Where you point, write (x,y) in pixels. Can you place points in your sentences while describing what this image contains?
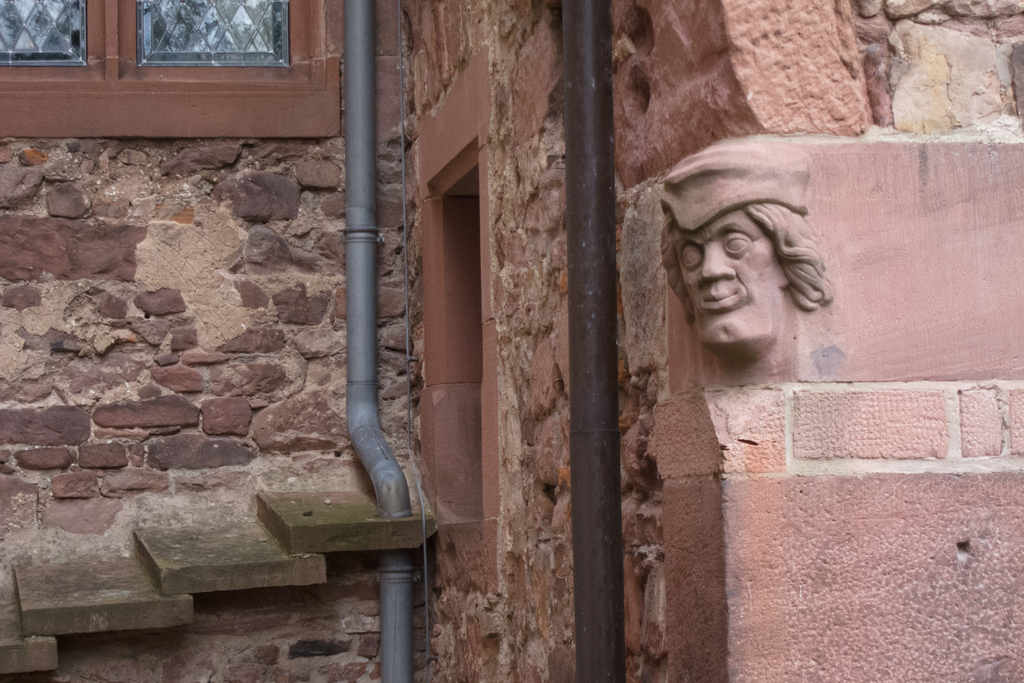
On the right side of the image (735,240), we can see a sculpture (745,226) on the wall (702,532). In the middle of the picture (359,393), we can see pipes (394,499). On the left side of the image (16,631), we can see stair (212,568) and window (218,50).
